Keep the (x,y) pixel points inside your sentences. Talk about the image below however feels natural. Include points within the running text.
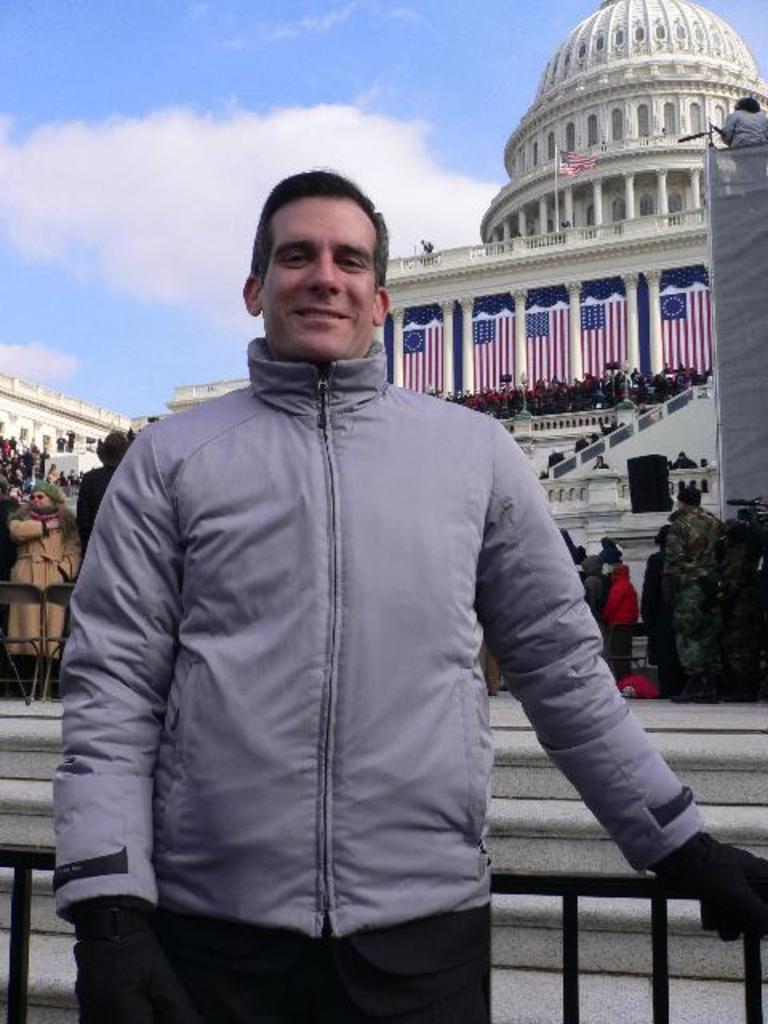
In this image in the middle (345,569) there is a man (371,525), he wears a jacket (356,636), trouser (284,943), he is smiling. In the background (693,756) there are many people (592,590), building (519,330), flags (609,302), pillars (520,341), staircase (671,726), speakers (669,471), posters (730,244), sky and clouds (185,185).
